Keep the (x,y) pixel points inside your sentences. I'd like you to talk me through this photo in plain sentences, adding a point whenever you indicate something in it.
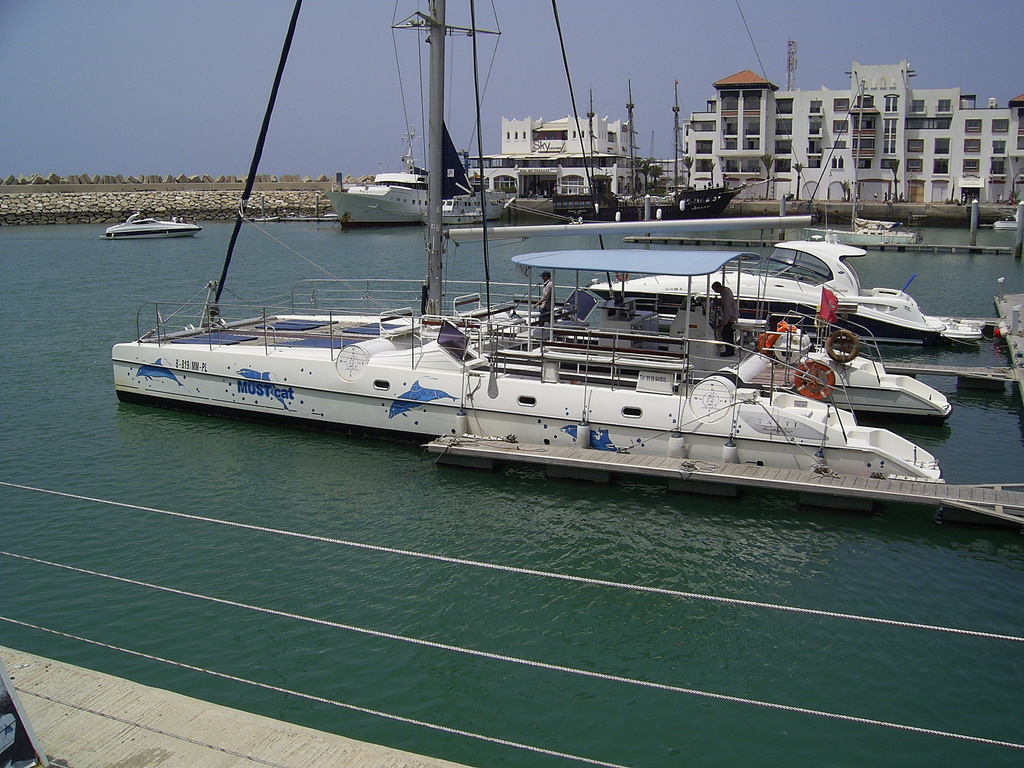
In the foreground of this image (512,680), there is a path (61,720) and it seems like there is a rope railing (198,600). In the middle (652,306), there are boats (748,324) and few ships (586,209) on the water (143,279). In the background (796,125), there are buildings (525,156) and the sky (173,95).
